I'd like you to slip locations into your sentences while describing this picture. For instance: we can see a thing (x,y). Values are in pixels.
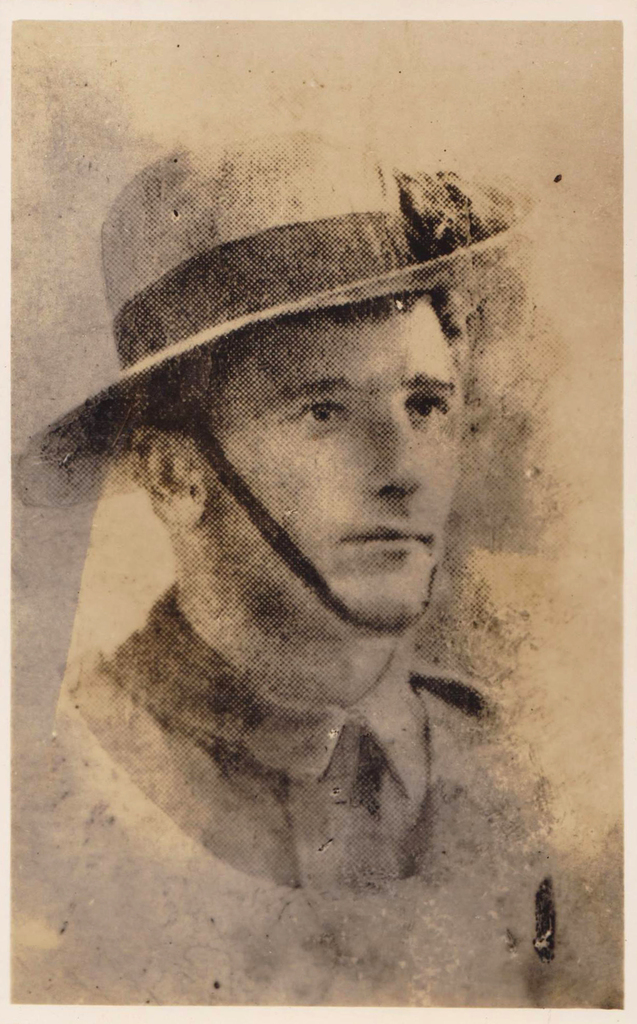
Here in this picture we can see an image of a person (262,677) printed on a paper (599,147) and we can also see hat (273,523) present on his head (302,331).
